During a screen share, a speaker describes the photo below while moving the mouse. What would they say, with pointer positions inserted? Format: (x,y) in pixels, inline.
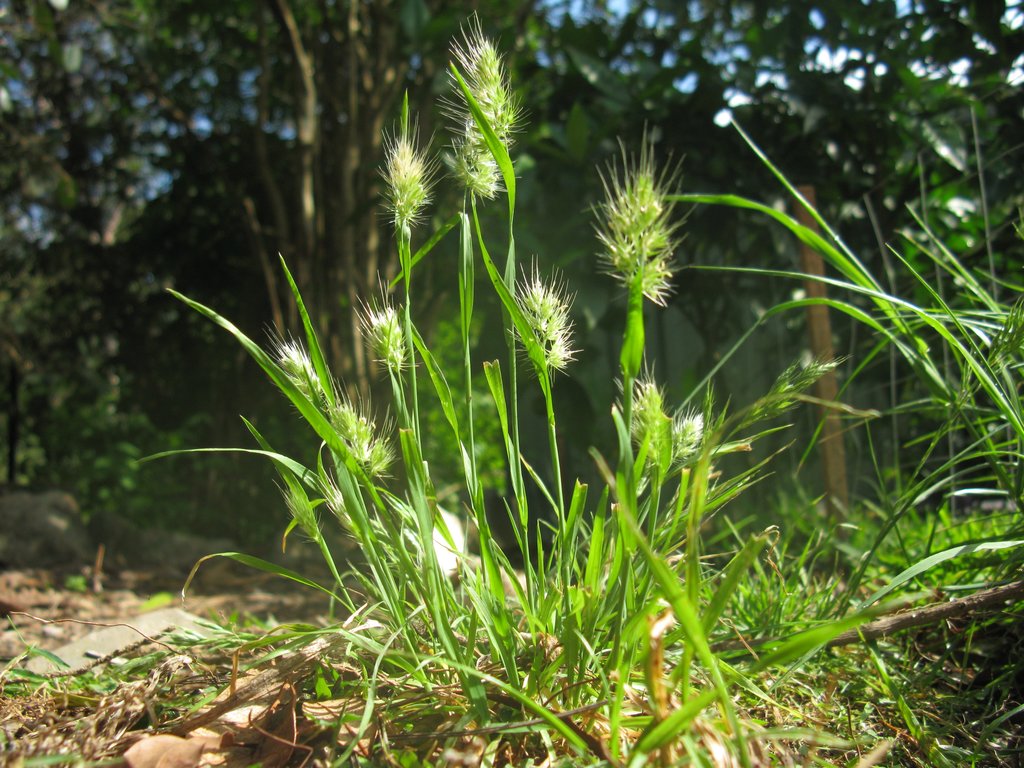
In this picture we can see grass (981,523) and flowers (478,82). On the background (538,112) we can see many trees (134,408). Here it's a sky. On the right (838,475) we can see brown color pole (812,197).
